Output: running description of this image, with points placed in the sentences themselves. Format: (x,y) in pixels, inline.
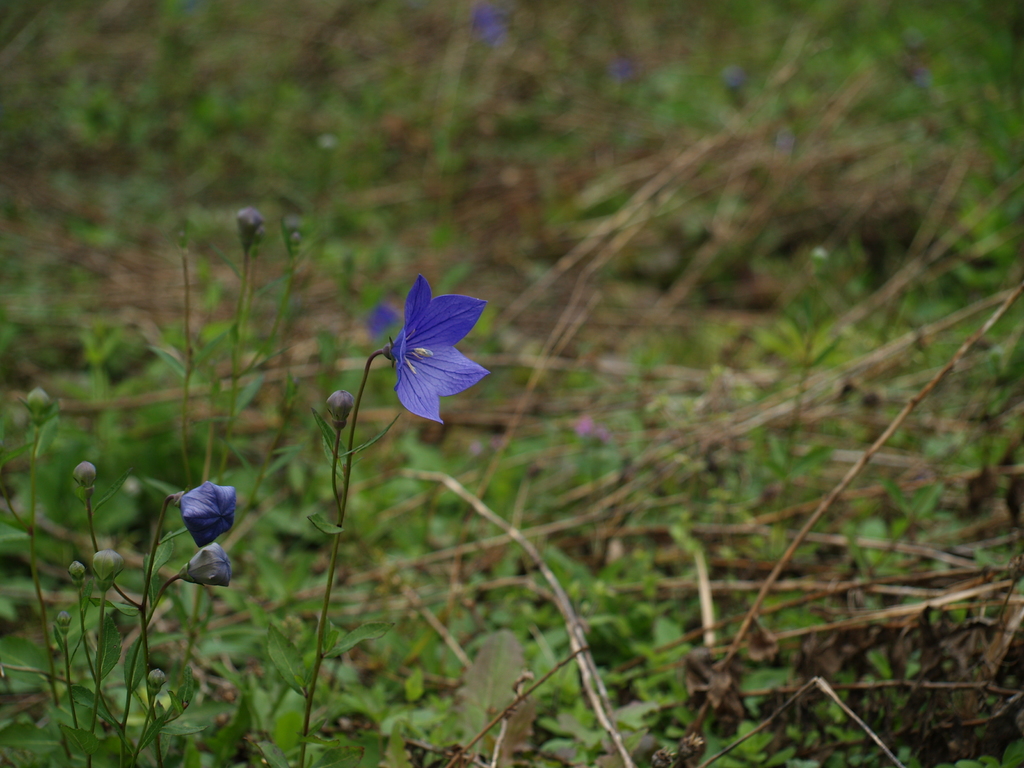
In this image we can see the flower (422,375) and also buds (197,565) to the plants (221,546). The background (195,466) is blurred with the grass (239,191) and also plants (867,69).
